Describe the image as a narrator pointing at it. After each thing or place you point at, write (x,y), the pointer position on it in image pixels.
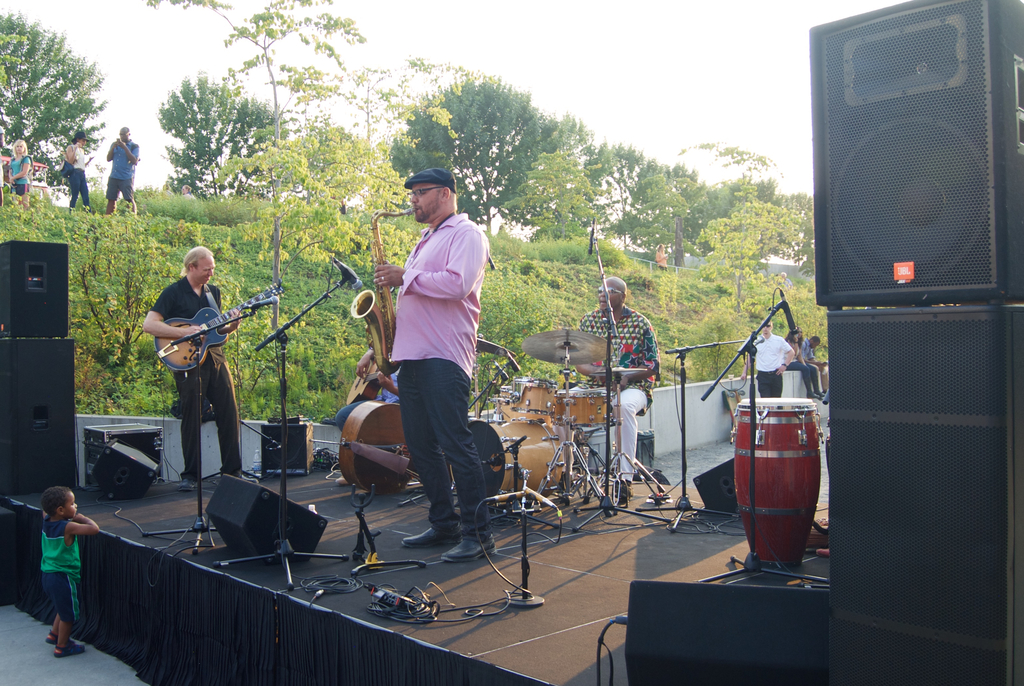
As we can see in the image there is a sky (613,79), trees (356,145), grass (153,196), sound box (869,346) and few people (176,297) playing different types of musical instruments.
